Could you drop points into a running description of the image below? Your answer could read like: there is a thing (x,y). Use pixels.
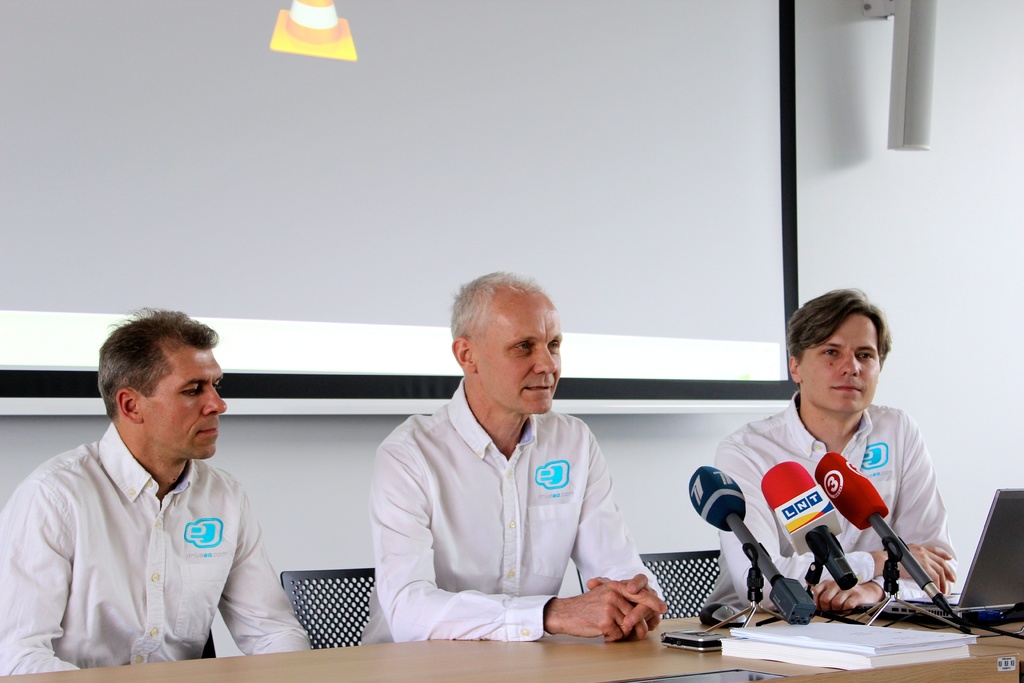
In this picture we can see three men (485,474) are sitting on chairs (648,559) in front of a table (935,624), there is a laptop (1023,569), three microphones (876,513) and two books (819,626) present on the table (671,663), in the background (944,287) there is a wall (802,247), we can see a screen (563,157) on the left side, it looks like a speaker (909,121) on the right side (909,111).
